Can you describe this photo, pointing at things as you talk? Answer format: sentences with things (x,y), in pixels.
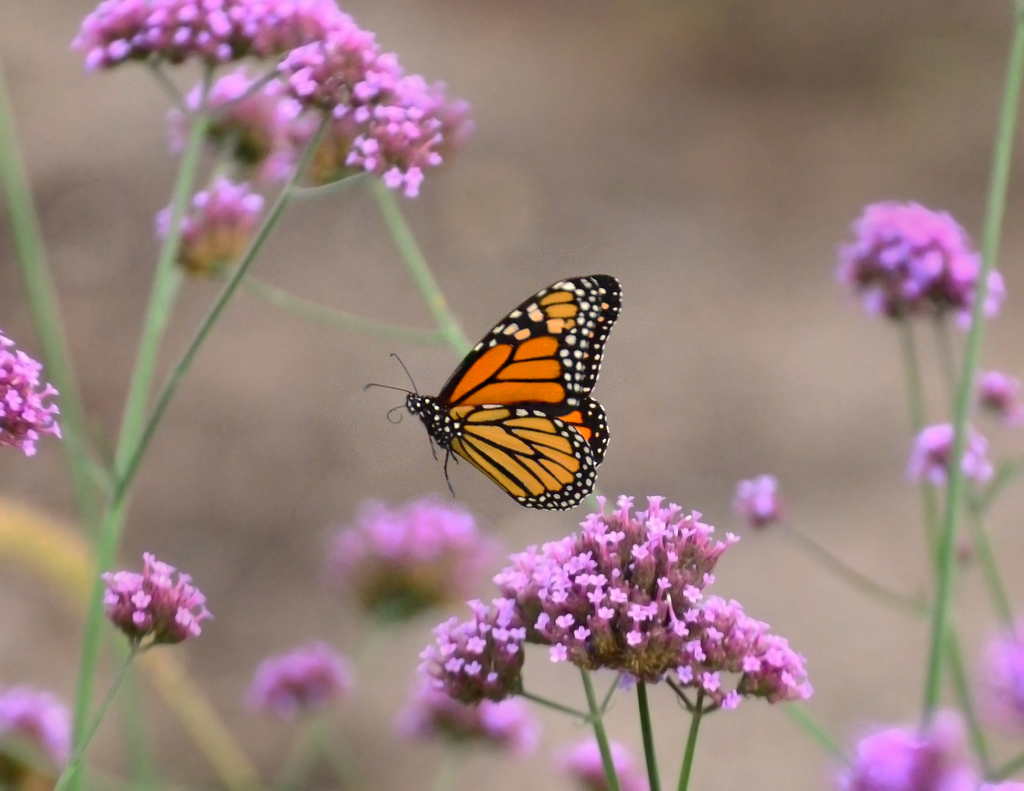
Butterfly (594,346) is flying in the air (641,336). Here we can see pink flowers (604,567) and branches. Background (282,335) it is blur.
